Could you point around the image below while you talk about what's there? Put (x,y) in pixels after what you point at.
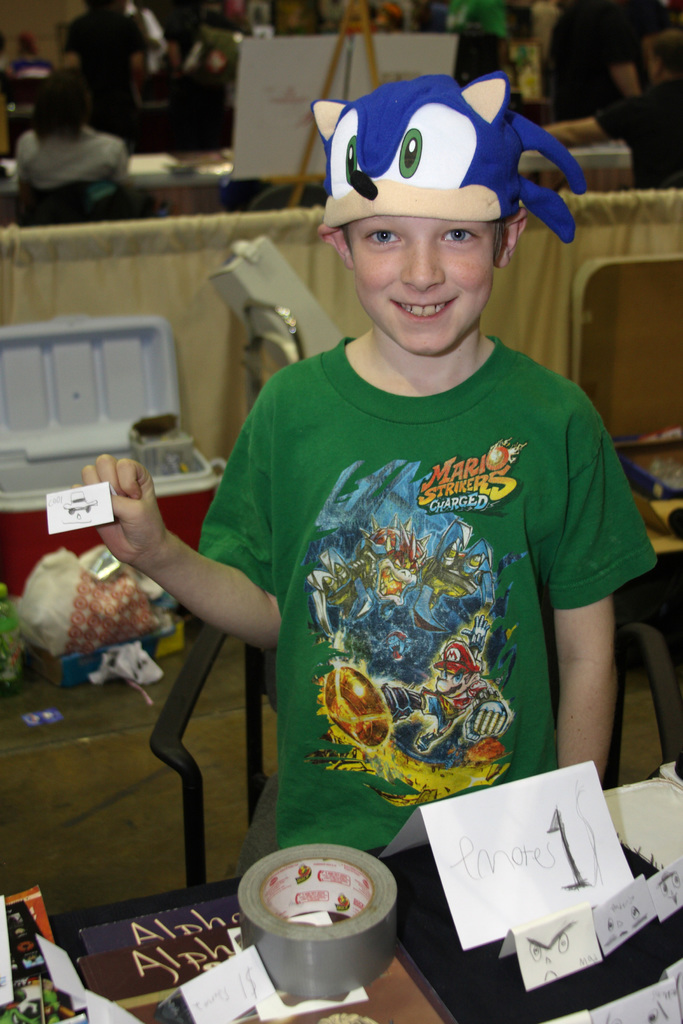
In this image there is a boy (430,656) standing and holding a paper (87,504), there is a chair (252,692) behind the boy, there are objects (572,875) on the table (638,869), there is a box (97,418) on the ground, there is a cloth (215,345), there is a board (312,80), there is a person (73,141) sitting towards the left of the image (70,152), there is a person (626,116) sitting towards the right of the image (640,121).
